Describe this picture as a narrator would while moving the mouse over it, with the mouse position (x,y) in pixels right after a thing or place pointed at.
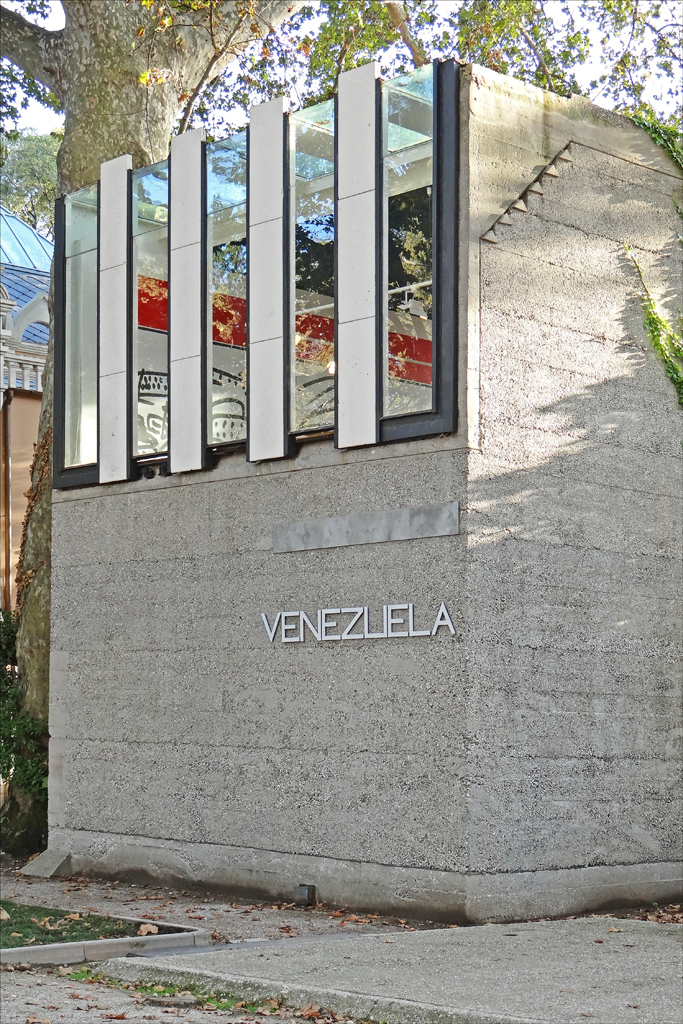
In the foreground of this image (32,935), at the bottom (162,911), there is grass (42,935), dry leaves (40,924) and the ground (242,986). In the middle (451,669), there is a wall (389,564) of a structure (350,667) and some text (406,623) on it. Behind it, there is a tree (197,62). On the left (24,372), there is a wall (17,435), tree (28,211), sky (43,118) and the glass (18,263).
